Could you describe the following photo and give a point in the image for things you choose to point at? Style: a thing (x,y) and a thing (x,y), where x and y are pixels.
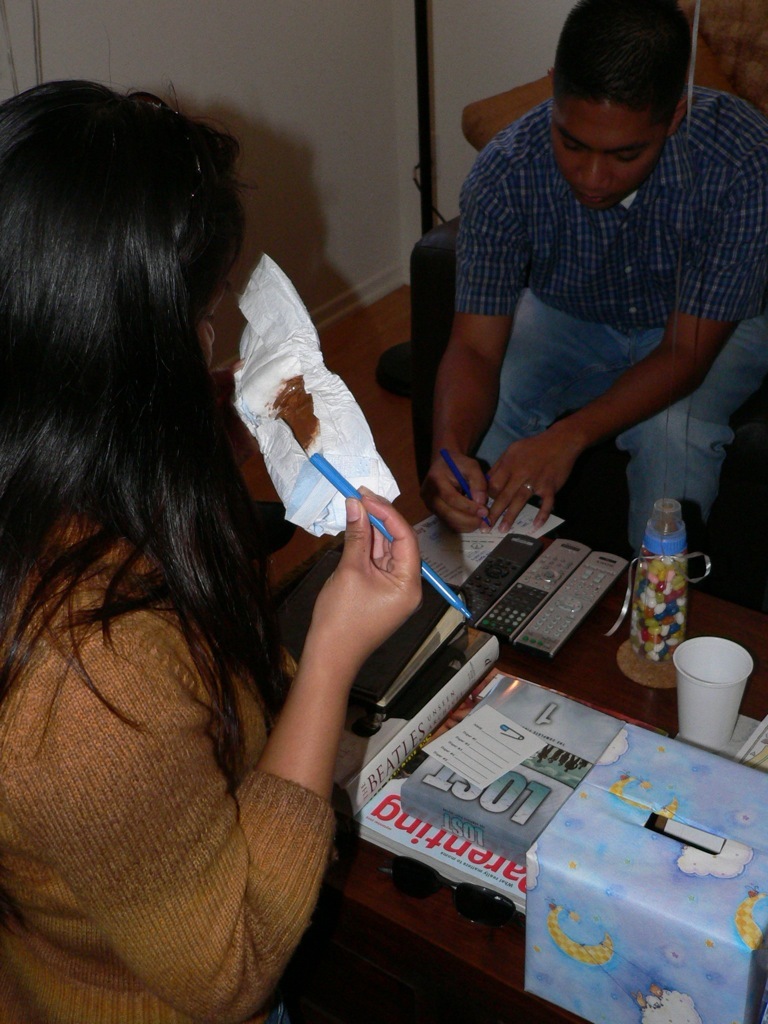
This is the man (540,426) sitting and writing on the paper (482,555). This is the table (581,676) with three remotes (539,615), glass (693,674), box (578,903), goggles (416,886), books (411,677), bottle (662,615) and few other things (655,670) on it. Here is the woman (97,881) sitting. This is the wall (312,180).
